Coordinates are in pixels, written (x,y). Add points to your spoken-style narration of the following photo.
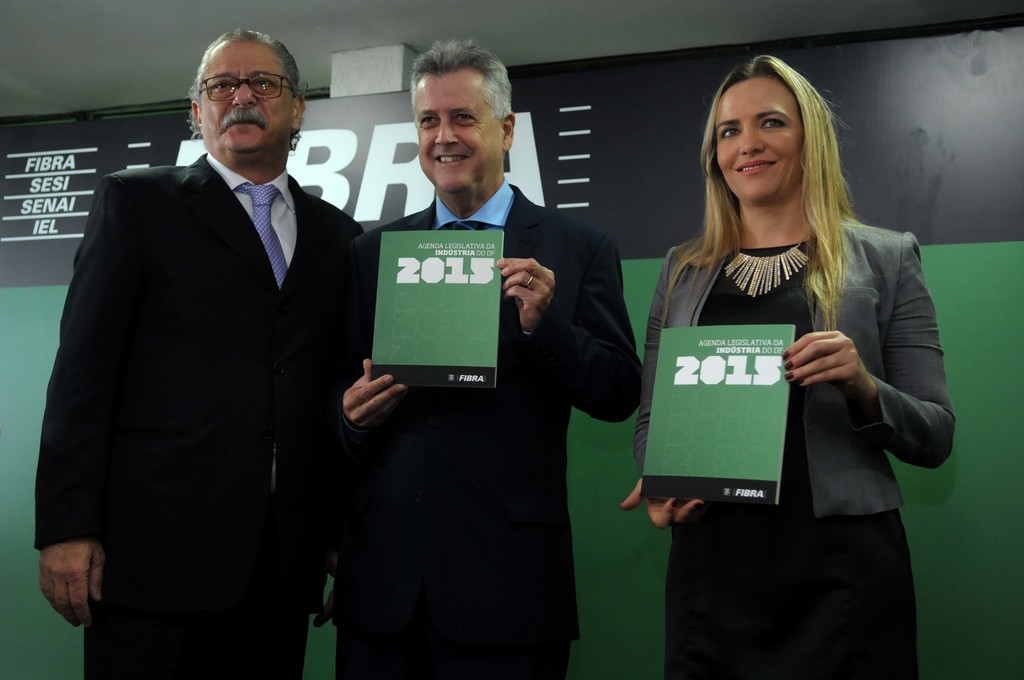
In this image we can see a man (605,239) and a woman (766,301) holding the books (474,383) and standing and smiling. We can also see another man (229,293) wearing the glasses (260,84) and standing. In the background (70,221) there is a board (52,188) with the white color text (386,166). Ceiling (119,52) is also visible in this image.
